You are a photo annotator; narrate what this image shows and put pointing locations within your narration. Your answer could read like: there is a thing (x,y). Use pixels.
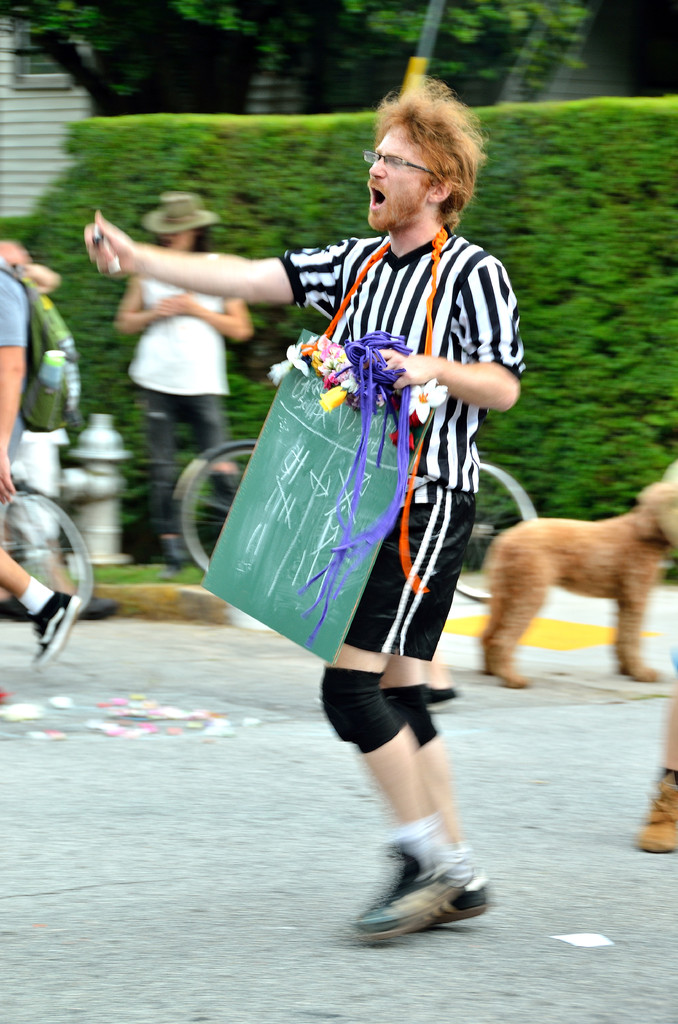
In this image I can see a person (461,369) wearing a black color t-shirt (500,331), standing on the road (102,826) and holding a green board (287,472) and some other objects (359,368), his mouth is open and back side of him I can see bushes (329,163), in front of bushes (537,163) I can see a person (183,296) standing on the floor (172,584) and I can see bi-cycle (207,525), fire hydrant (83,452) beside that person (159,400), on the right side (499,549) I can see a dog (624,582) and on the left side (12,419) I can see a person (64,638) walking on the road (26,701).
